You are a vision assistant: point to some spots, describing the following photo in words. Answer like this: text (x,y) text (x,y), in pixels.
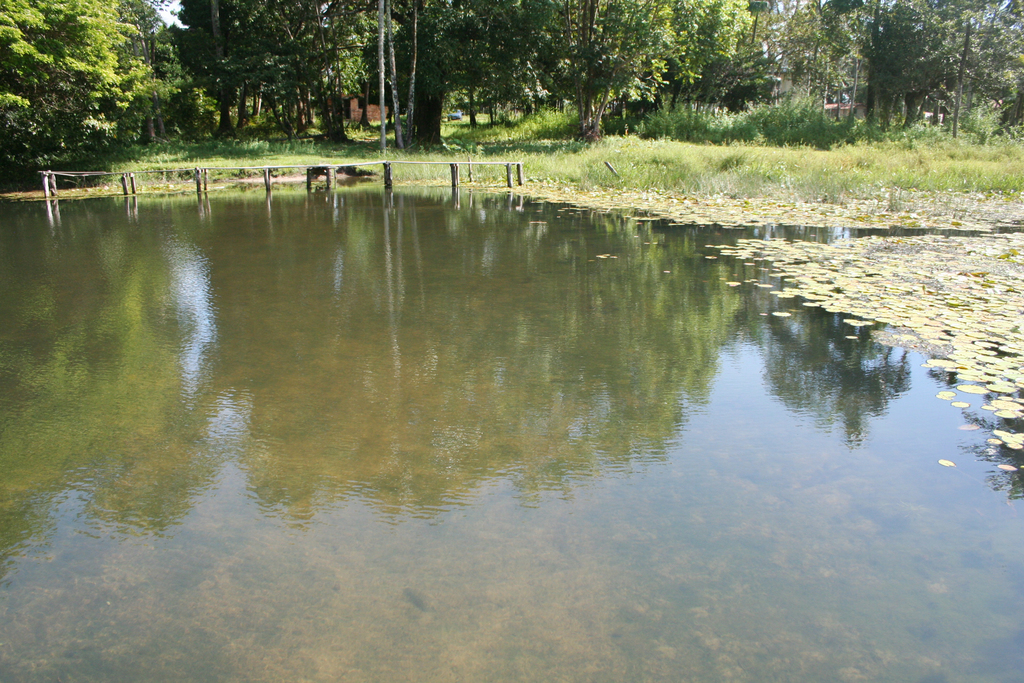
In this image we can see water (393,286), wooden bridge (44,178), trees (161,40), plants (569,197), grass (603,170), house (360,109) and sky (165,8).
